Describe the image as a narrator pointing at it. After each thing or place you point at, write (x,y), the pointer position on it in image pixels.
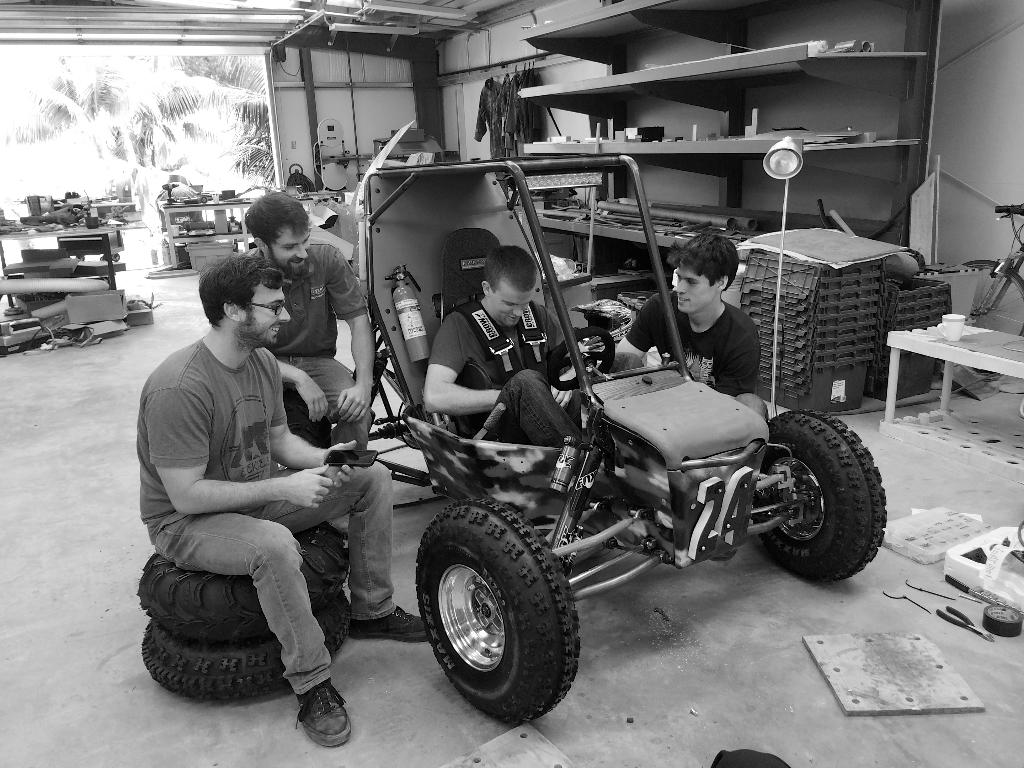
This is a black and white image. In this image, in the middle (559,417), we can see a person (520,405) sitting in the vehicle (532,446), we can also see a group of people (722,282) sitting around the vehicle (562,444). On the right side (994,276), we can see a table (994,341), bicycle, basket (873,350), light (790,152), we can also see a shelf (733,199), on the shelf (764,148), we can see some pipes (699,232). On the left side (102,236), we can also see a table (55,269) with some instruments (21,307). In the background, we can see some table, trees (215,184). At the bottom (969,624), we can see some metal instruments (873,670).
